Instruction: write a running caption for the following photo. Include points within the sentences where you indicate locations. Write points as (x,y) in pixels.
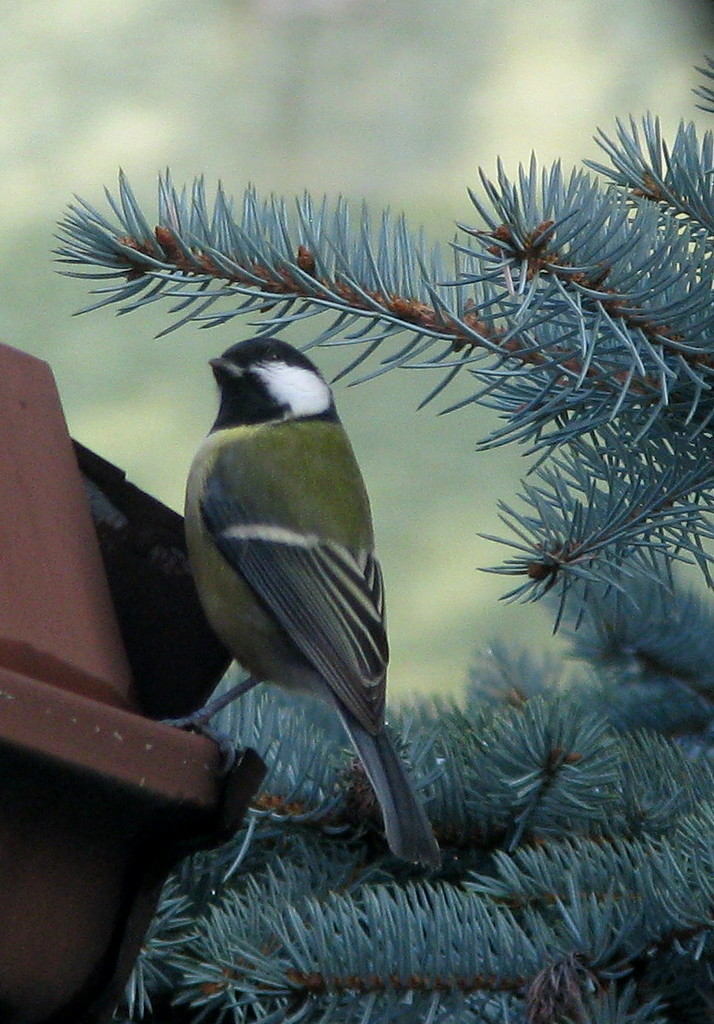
In this picture I can see there is a bird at the left side (230,365), it is sitting on a brown color object (118,694). There is a plant (576,829) at right (631,381) and it has few leaves (589,321) and the backdrop (457,11) is blurred.
